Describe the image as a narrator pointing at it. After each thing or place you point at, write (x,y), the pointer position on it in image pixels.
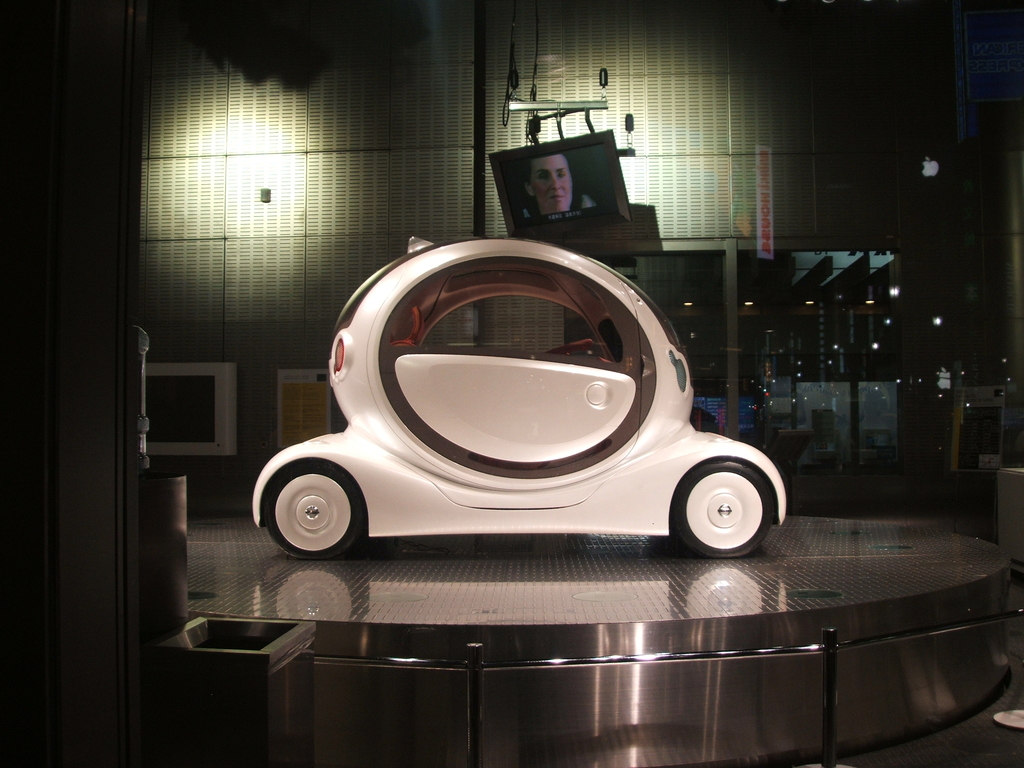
In this image in the center (467,465) there is a car (406,440) which is white in colour. In the background (529,179) there is a TV (569,198) and on the TV (552,200) there is a woman (547,197) and there is a glass (768,338) and there are lights (893,295).
